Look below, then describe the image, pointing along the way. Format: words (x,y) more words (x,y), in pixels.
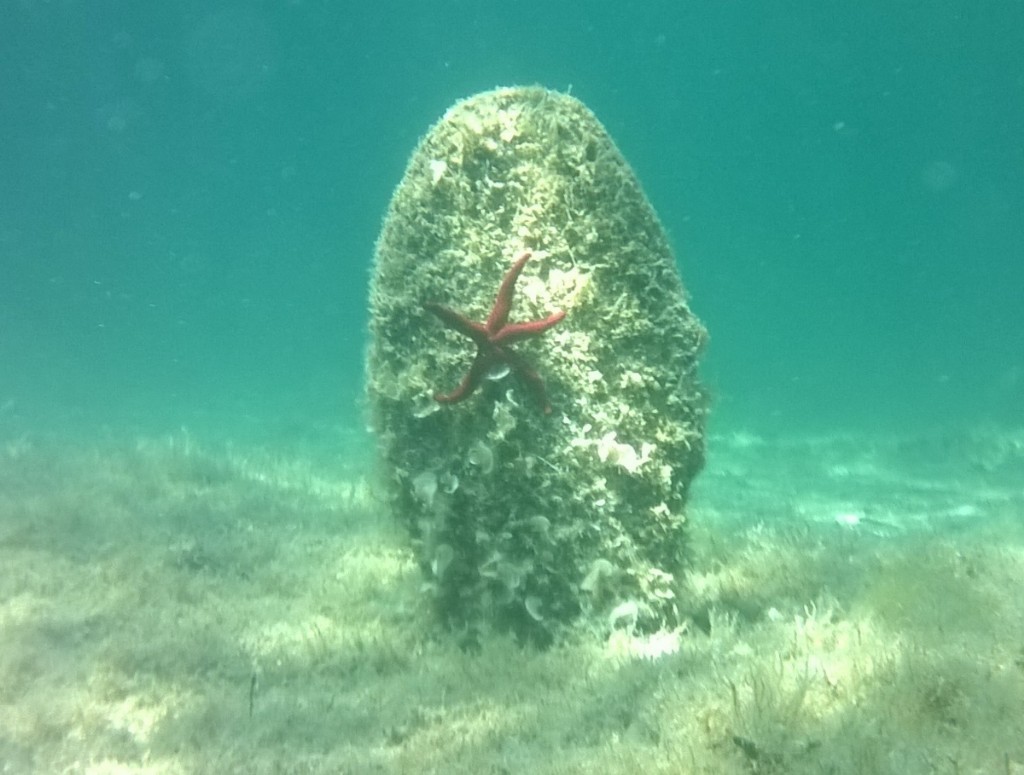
In this picture we can see a star fish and underwater corals (410,486).
